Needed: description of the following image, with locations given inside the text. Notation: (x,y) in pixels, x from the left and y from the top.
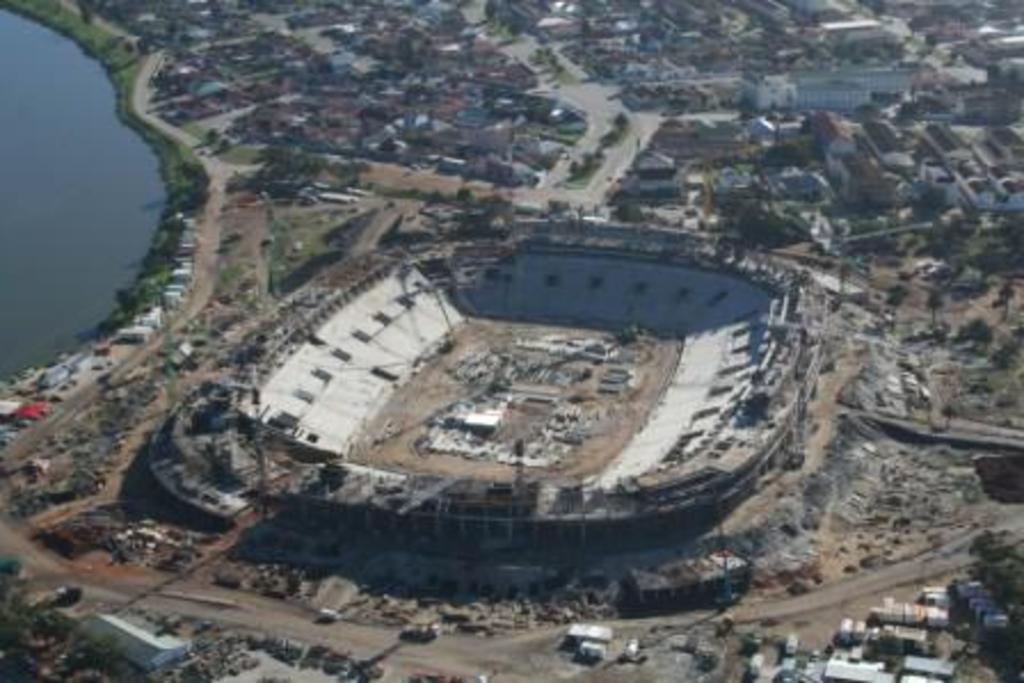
In this picture I can see buildings (378,133), trees (1022,656) and water (44,167).
